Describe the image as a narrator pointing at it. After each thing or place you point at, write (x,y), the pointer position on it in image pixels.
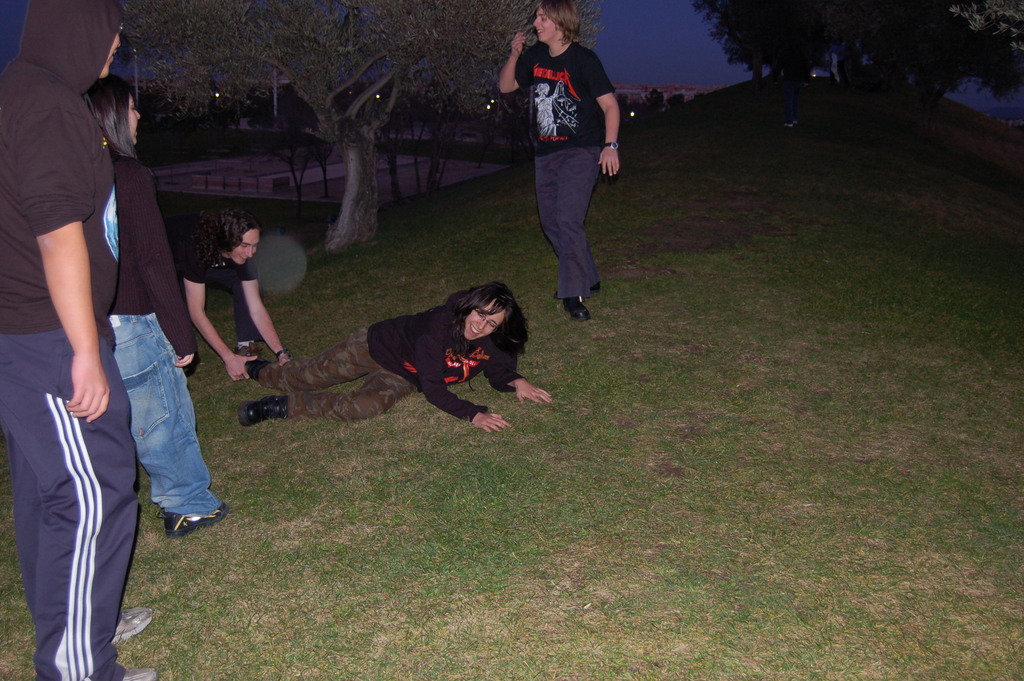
In this picture we can see a group of people (42,194) standing and a woman (350,374) is laying on the grass path (259,487). Behind the people (11,329) there are trees (346,114) and a sky (614,76).
